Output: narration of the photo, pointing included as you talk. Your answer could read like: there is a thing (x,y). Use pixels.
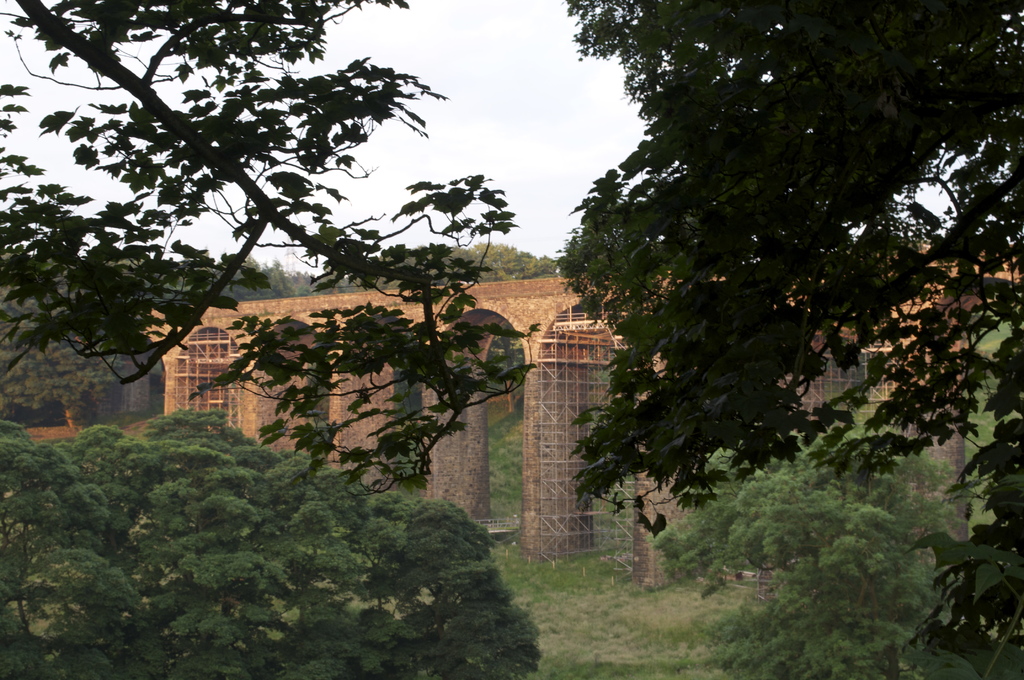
In this picture I can observe some trees (803,442). There is a bridge (556,395) which is in brown color. In the background (474,96) I can observe a sky (419,149).
